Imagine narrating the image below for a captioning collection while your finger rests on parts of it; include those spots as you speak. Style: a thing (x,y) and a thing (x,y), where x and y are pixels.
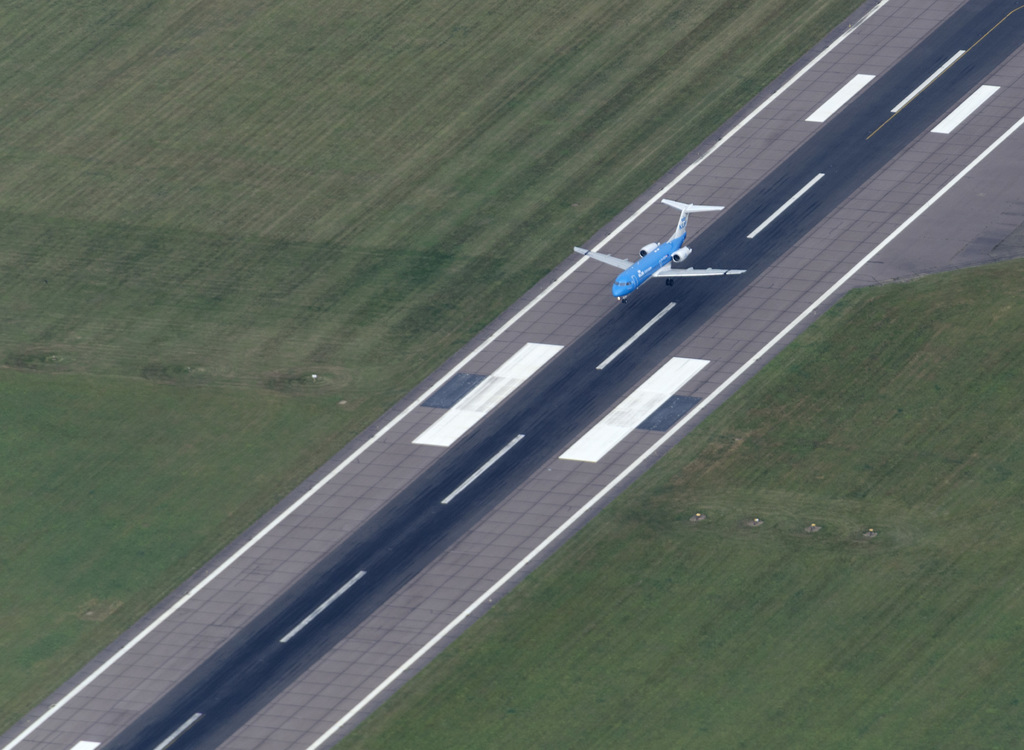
In this picture there is a blue color plane (674,249) which is flying above the runway (689,309). On the both sides i can see the green grass (921,543).
